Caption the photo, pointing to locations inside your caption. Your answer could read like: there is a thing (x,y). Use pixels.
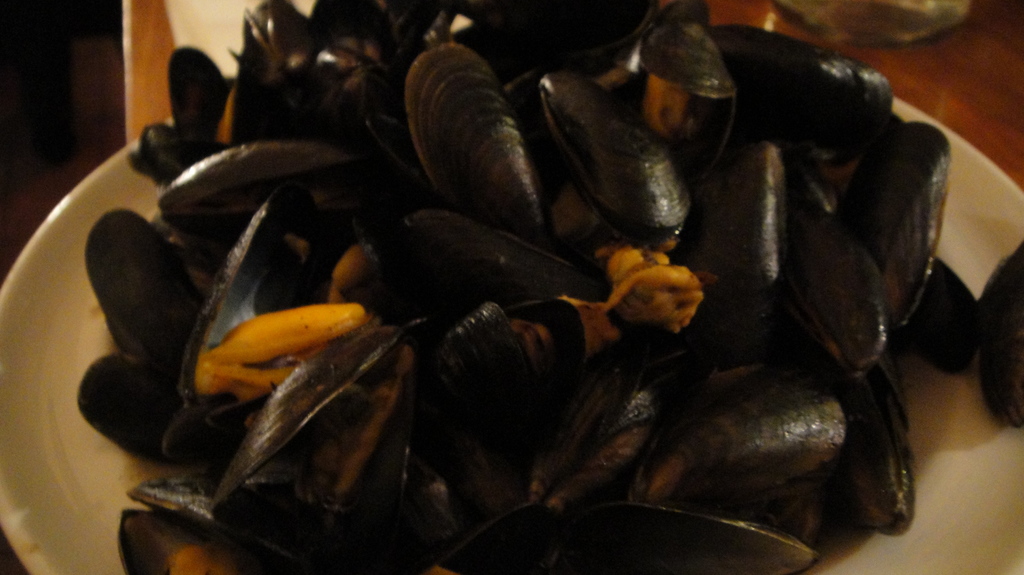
There is a white plate (92,193). On that there are black color shells (595,213).
